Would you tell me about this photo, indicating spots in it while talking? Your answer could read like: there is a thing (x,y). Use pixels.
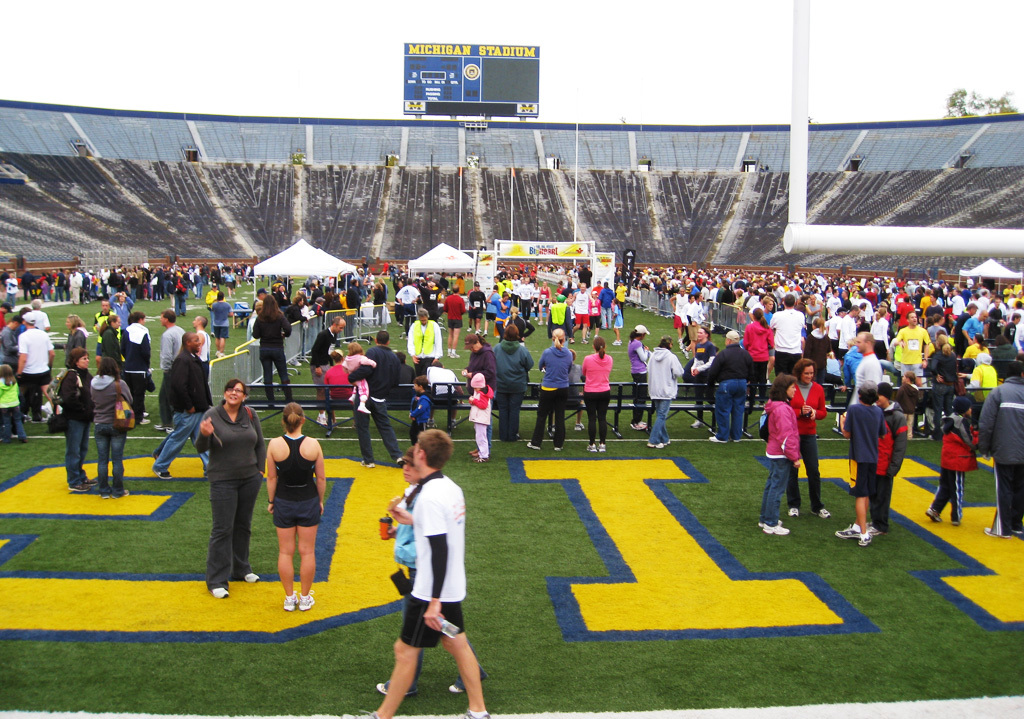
In this image I can see number of persons (319,504) are standing on the ground (349,500) which is green, blue and yellow in color and I can see few chairs (272,408), the railing (290,358) and few tents (462,258). In the background (698,225) I can see the stadium (808,157), a tree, the score board (511,84) and the sky (686,64).
